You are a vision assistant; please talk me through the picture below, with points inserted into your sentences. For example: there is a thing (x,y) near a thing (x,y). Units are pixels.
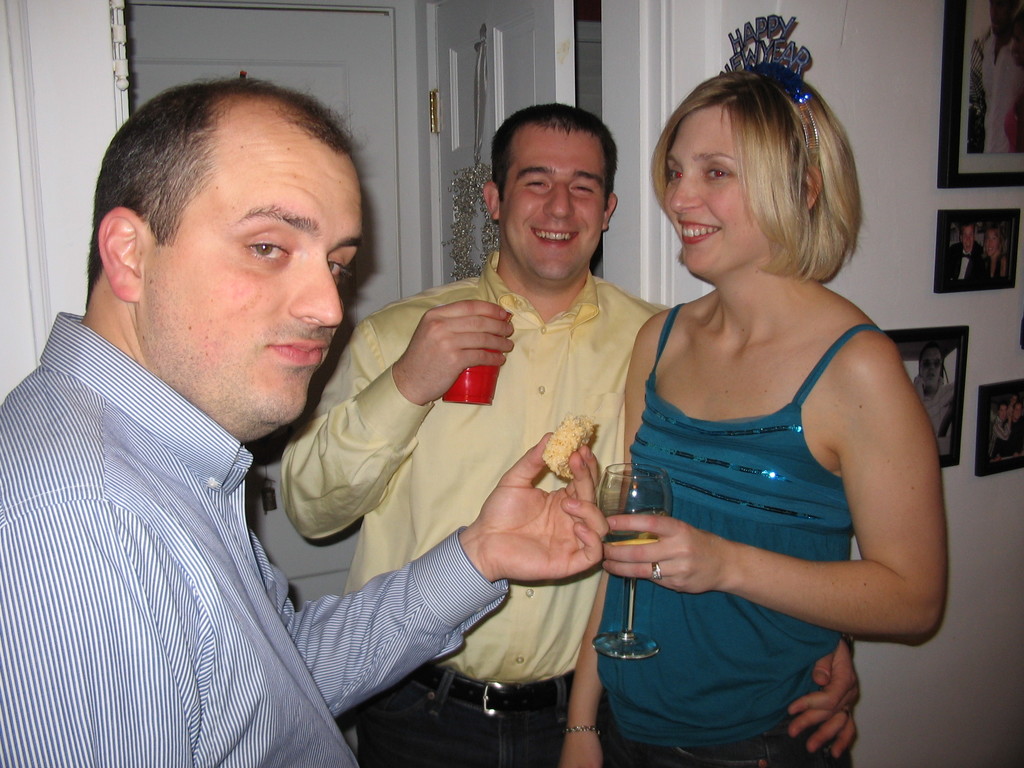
In this image we can see three people (178,658). These two people (588,315) are holding glasses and smiling. This person (223,284) is holding a food (552,456). Pictures (980,251) are on the wall (828,46).
